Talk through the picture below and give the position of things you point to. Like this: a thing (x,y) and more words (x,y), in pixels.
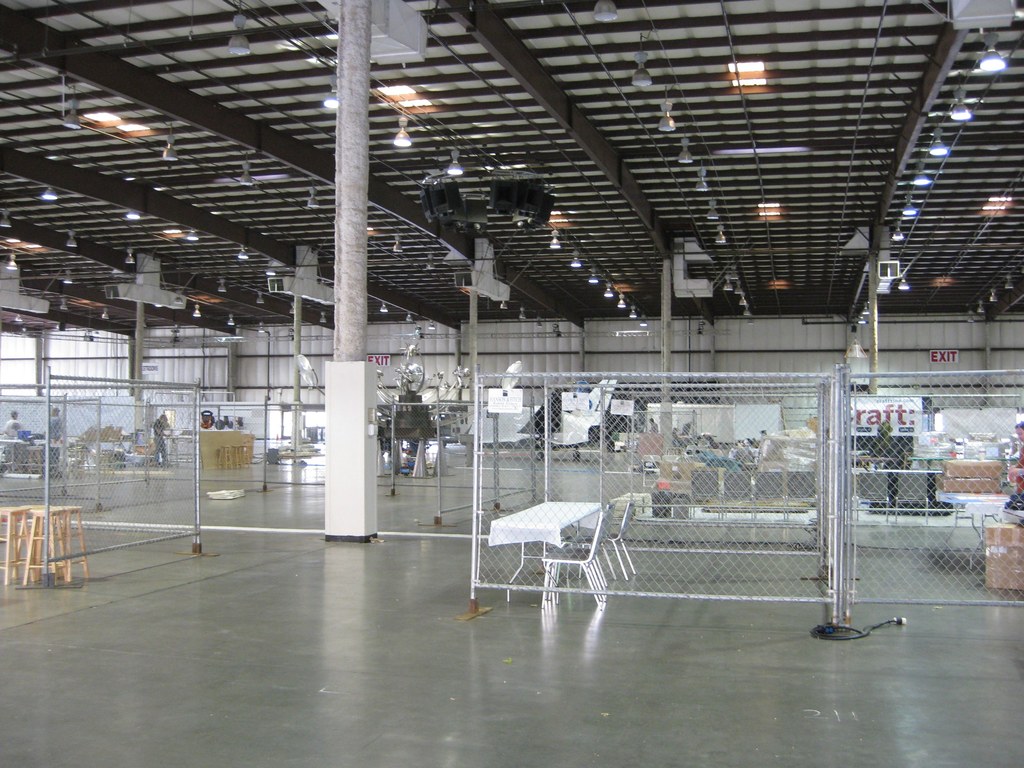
In this image we can see an inner view of a room (457,474) containing some benches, tables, chairs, cardboard boxes (1006,559) and some poles (341,474). On the left side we can see some people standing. We can also see a roof (549,270) with some ceiling lights (608,293).
